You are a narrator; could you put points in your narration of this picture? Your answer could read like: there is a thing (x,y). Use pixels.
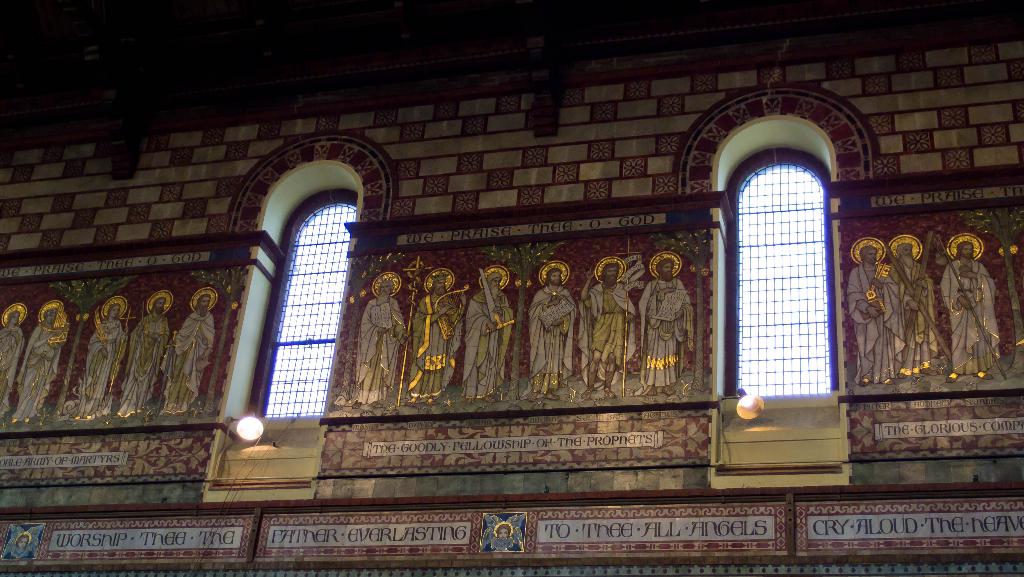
In this image I see the wall (919,145) on which there are pictures (118,339) of persons (499,292) and I see something is written over here and I see the lights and the windows (764,200).
